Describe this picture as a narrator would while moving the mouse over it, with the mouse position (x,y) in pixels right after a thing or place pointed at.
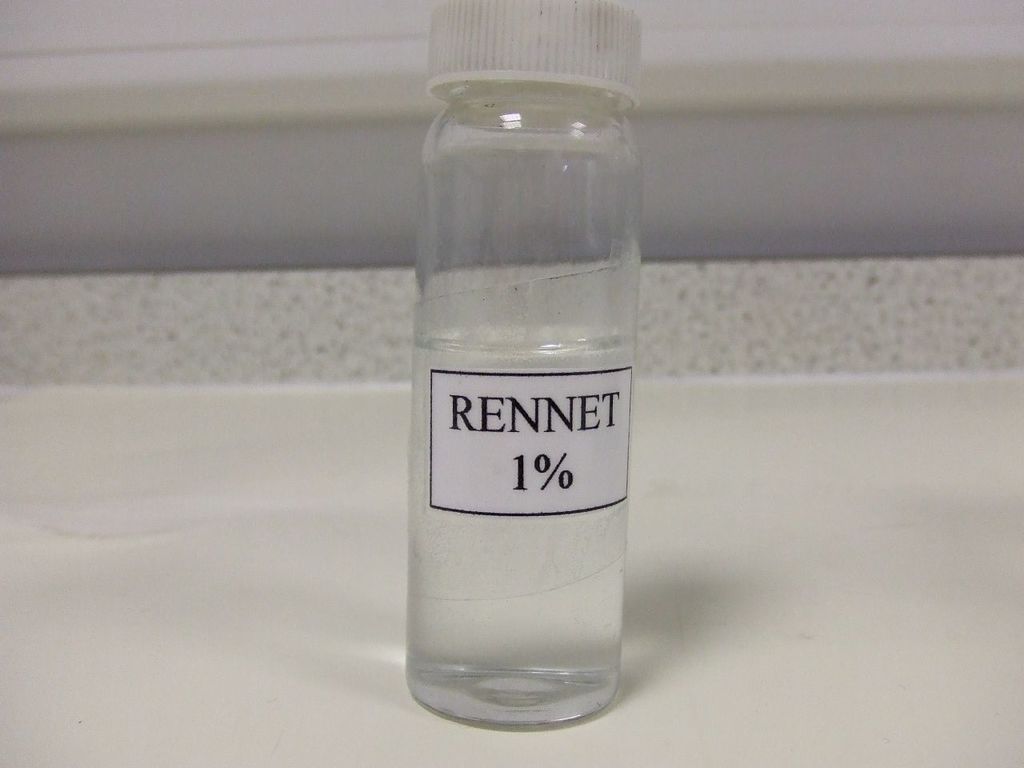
In this image I can see a glass bottle (543,253), a white color sticker (576,431) is attached to this bottle (499,344) and on that I can see a word RENNET (464,409).
